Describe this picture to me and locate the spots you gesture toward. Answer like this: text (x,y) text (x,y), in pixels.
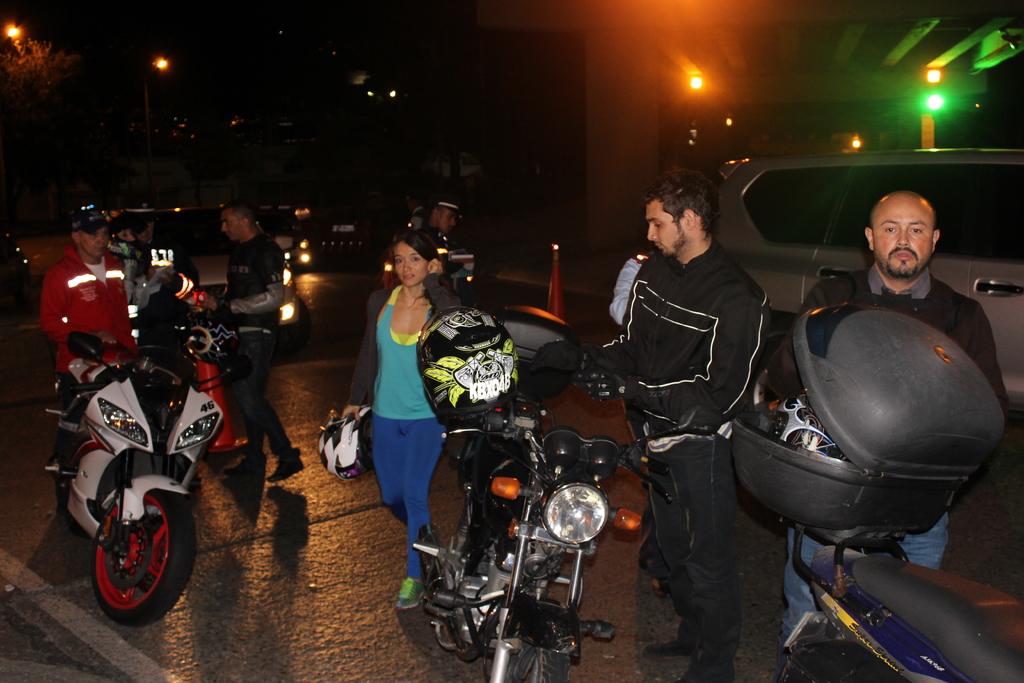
In this image there are group of people (261,270) standing and walking in front of the bike (496,527) and holding some objects (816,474) in their hand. On the right middle (1020,323) a car (1000,326) is half visible. On the top right (929,57) lights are visible and wall (691,57) is visible. In the left (28,61) trees (53,87) are visible and street lights (158,63) are visible. The background (216,153) is dark in color. This image is taken during night time on the road (195,624).
